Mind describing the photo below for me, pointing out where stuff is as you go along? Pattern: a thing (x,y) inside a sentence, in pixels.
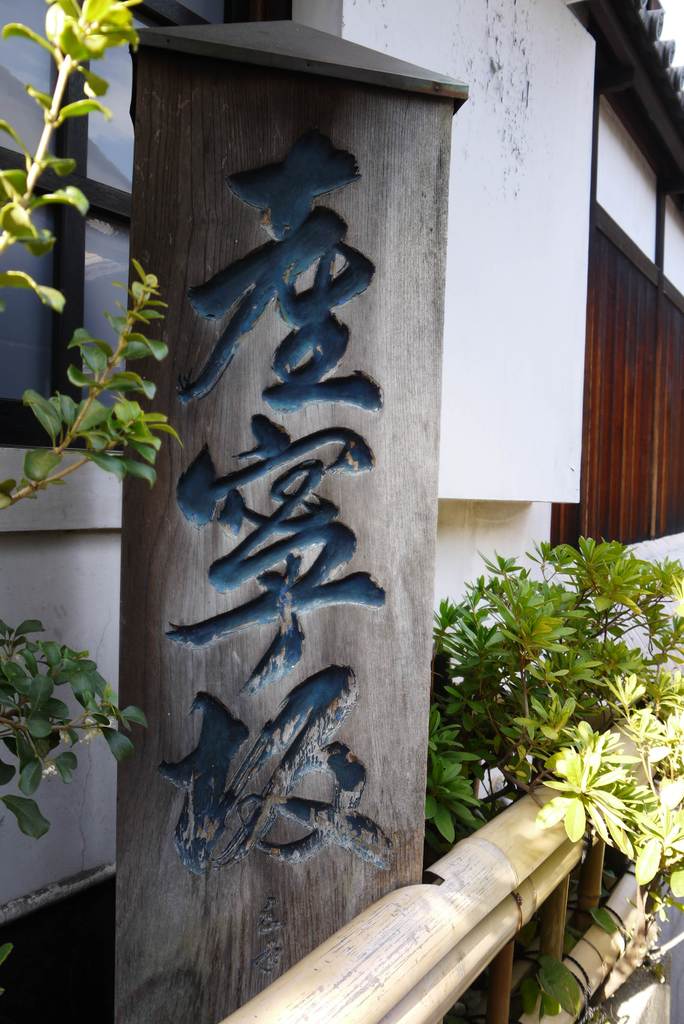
In this picture we can see house (499,319), few plants (675,835) and board (315,453) on which we can see some words (309,535).
